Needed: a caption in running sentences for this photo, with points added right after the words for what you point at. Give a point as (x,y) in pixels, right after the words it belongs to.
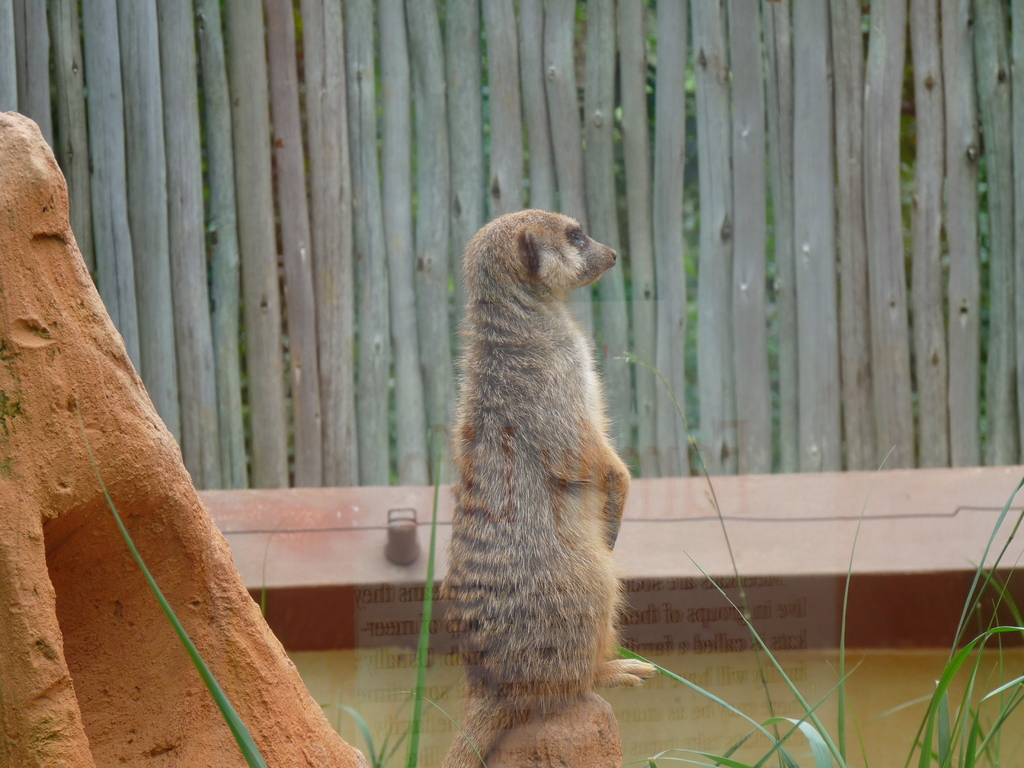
In this image I see an animal (503,443) which is of grey and white in color and I see the brown color thing (108,390) over here and I see the green grass (839,741). In the background (642,183) I see the wooden fencing (518,196).
